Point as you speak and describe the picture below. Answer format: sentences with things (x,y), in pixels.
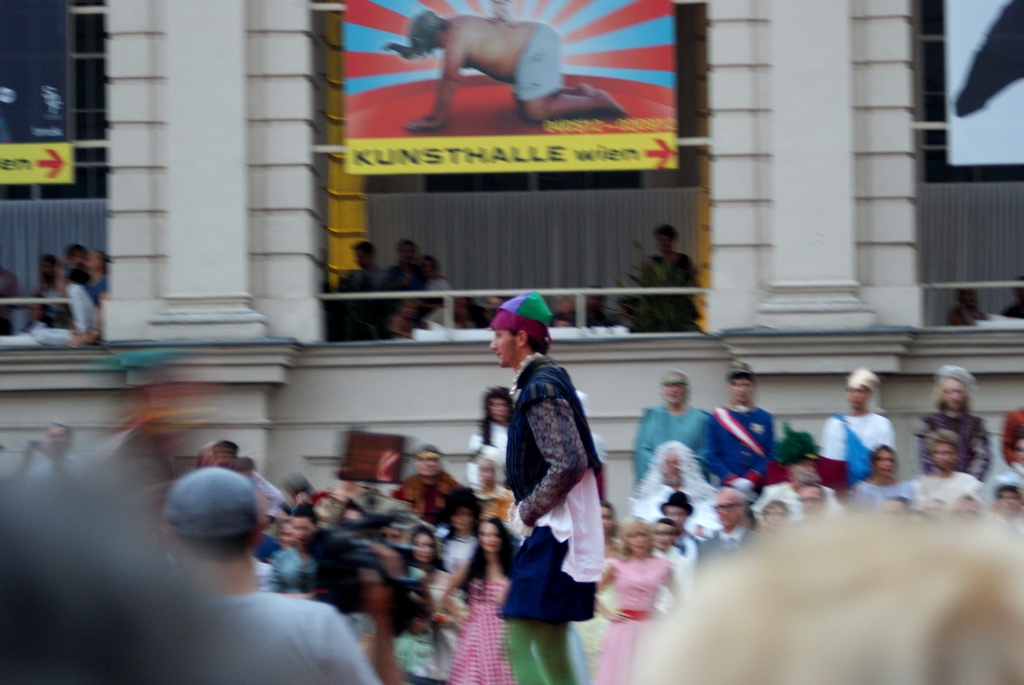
In this image there are a group of persons (480,543) standing, there is a man (321,615) holding a video camera (369,551), he is wearing a cap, there are pillars (224,149) towards the top of the image (709,104), there are curtains (534,235), there is a wall (434,383) behind the persons (562,375), there are boards (489,63) towards the top of the image (419,91), there is text (407,154) on the boards (454,93).
